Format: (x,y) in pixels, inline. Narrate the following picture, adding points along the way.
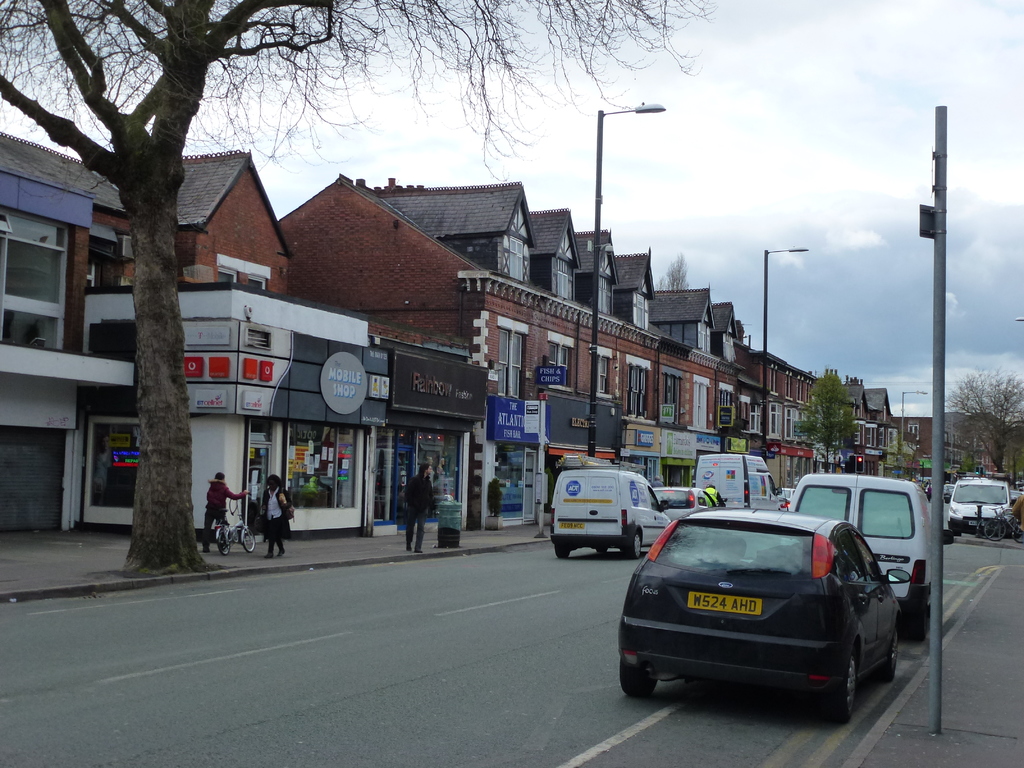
In this picture there are cars (707,533) on the road (56,690) in the center (617,495) and in the background (428,439) there are buildings (553,397), there are poles (942,419), trees (181,524) and there are persons (430,494) and the sky (799,197) is cloudy.
